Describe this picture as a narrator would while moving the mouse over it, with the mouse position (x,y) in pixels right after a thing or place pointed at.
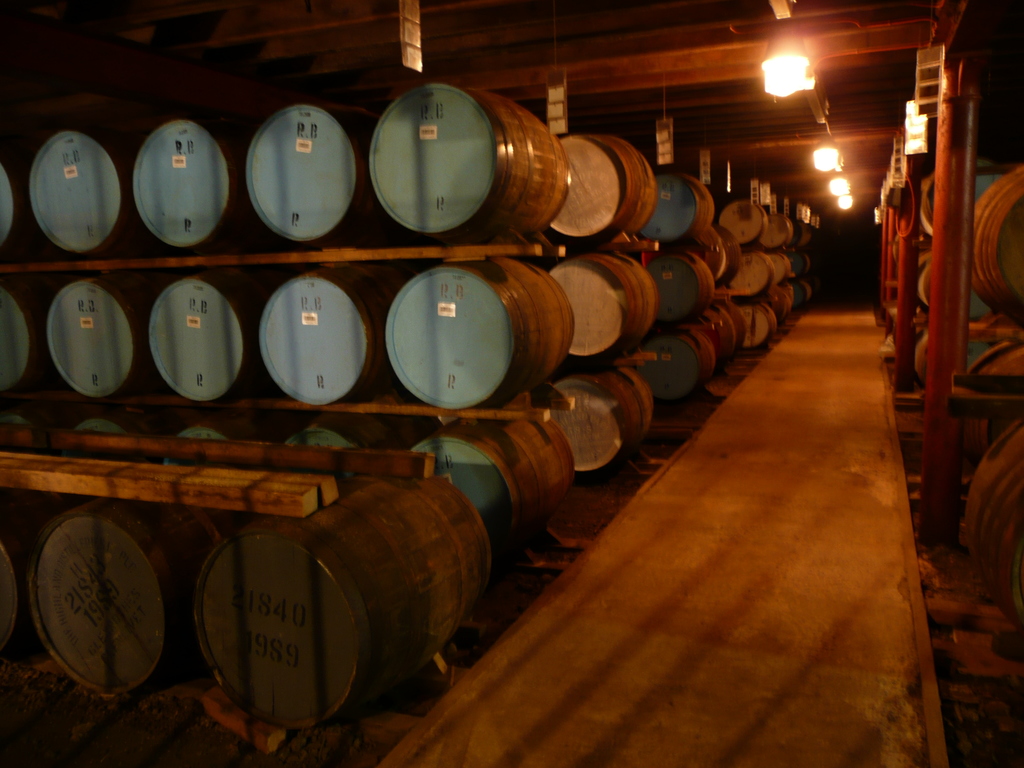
This image is taken indoors. At the bottom of the image (751,637) there is a floor (799,516). At the top of the image (572,34) there is a roof (762,30) with a few lights (797,85). On the left (285,352) and right sides of the image there are a few shelves (313,496) with many barrels (486,224) on them.
